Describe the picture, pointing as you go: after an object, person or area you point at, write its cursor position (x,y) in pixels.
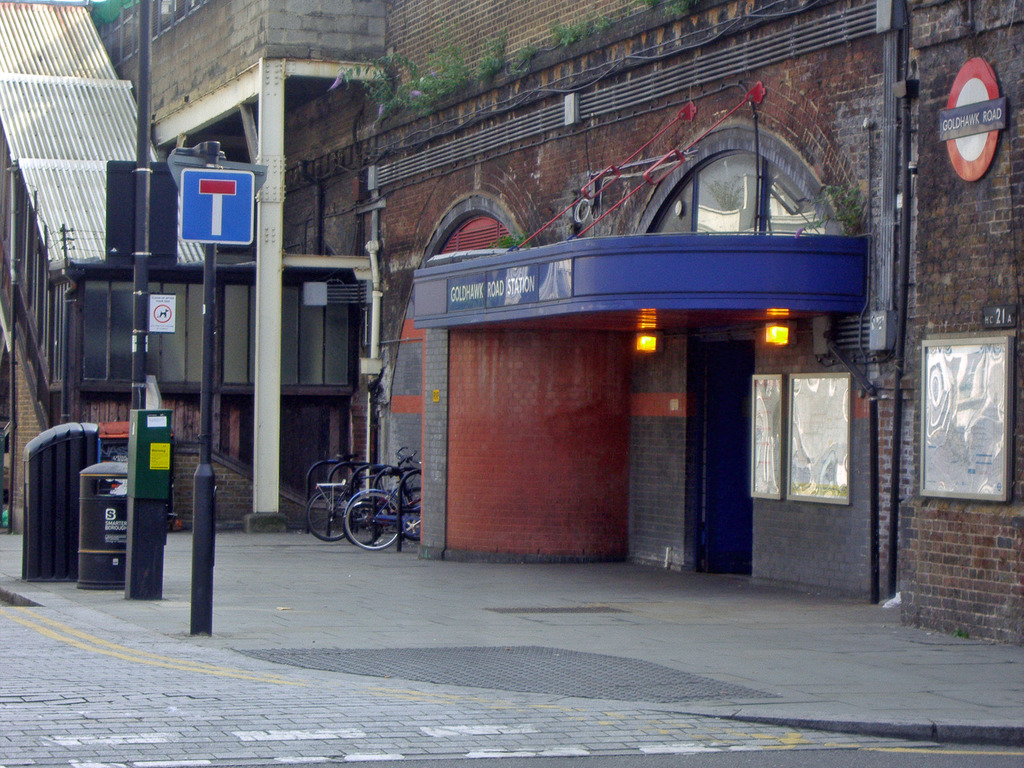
In this image there is a building (575,397) and we can see poles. On the left (61,562) there is a bin (113,564) and we can see bicycles (370,494). There are boards (951,112) placed on the wall (980,504). We can see lights (651,344).
